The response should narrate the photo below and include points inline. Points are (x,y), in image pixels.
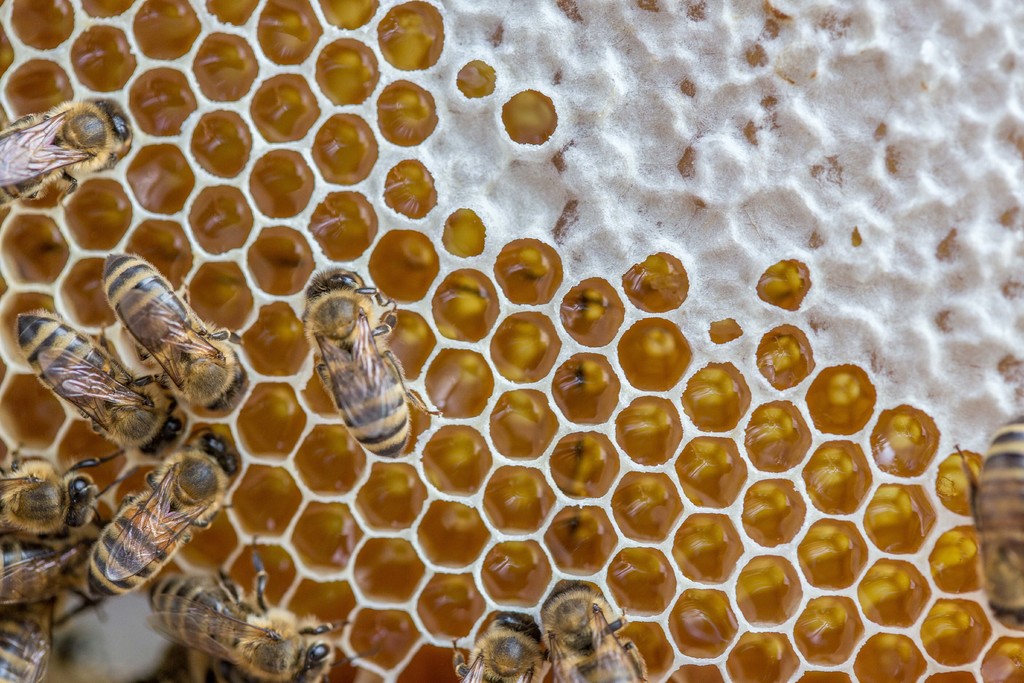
In this image I can see few honey bees (347,348) on the honeycomb (535,400). Bees (376,377) are in brown and black color.
